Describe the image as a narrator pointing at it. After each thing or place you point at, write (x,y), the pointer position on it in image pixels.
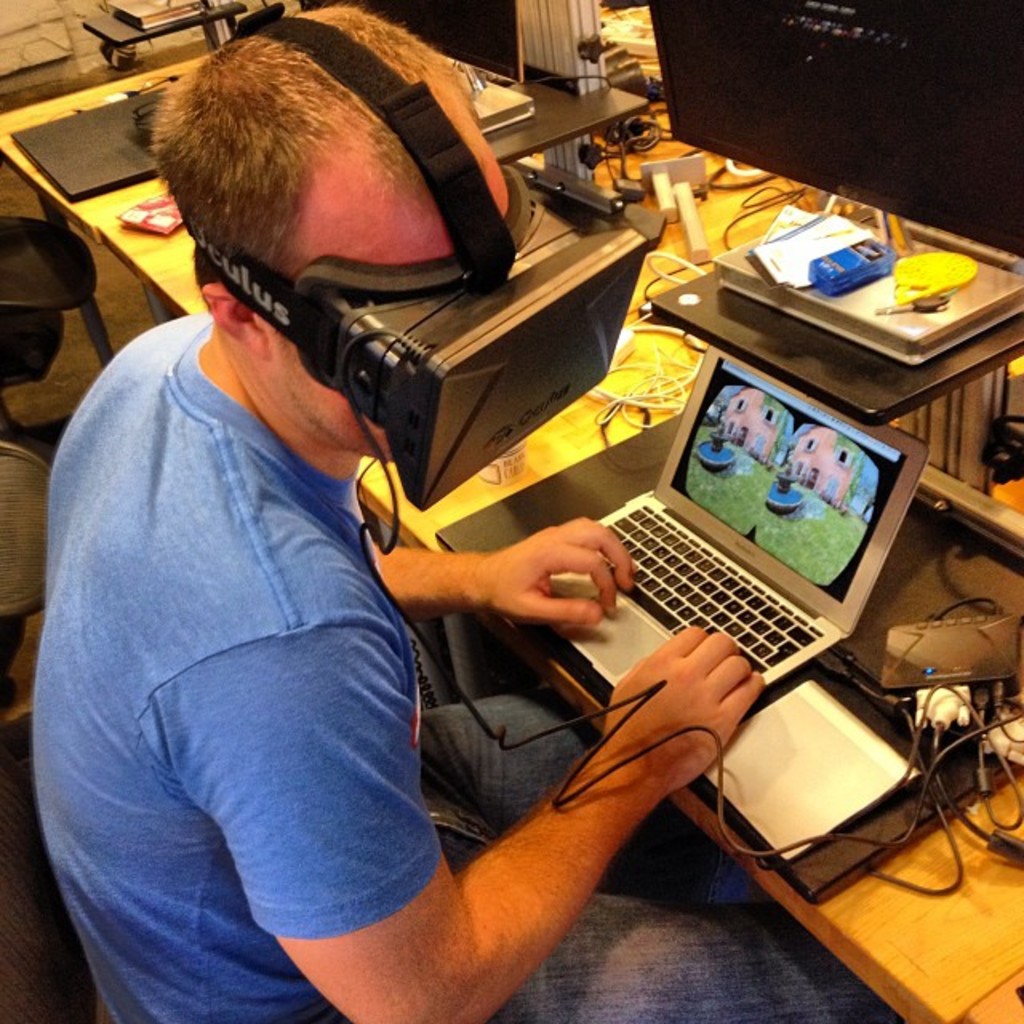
On the left of this picture (231,450) we can see a person (216,685) wearing blue color t-shirt (282,591) and an electronic device (469,340), sitting and seems to be working on a laptop (765,587) and we can see there are some objects (887,329) placed on the top of the table (670,237). In the background (63,244) we can see there are some objects (123,48) placed on the ground (38,210).
